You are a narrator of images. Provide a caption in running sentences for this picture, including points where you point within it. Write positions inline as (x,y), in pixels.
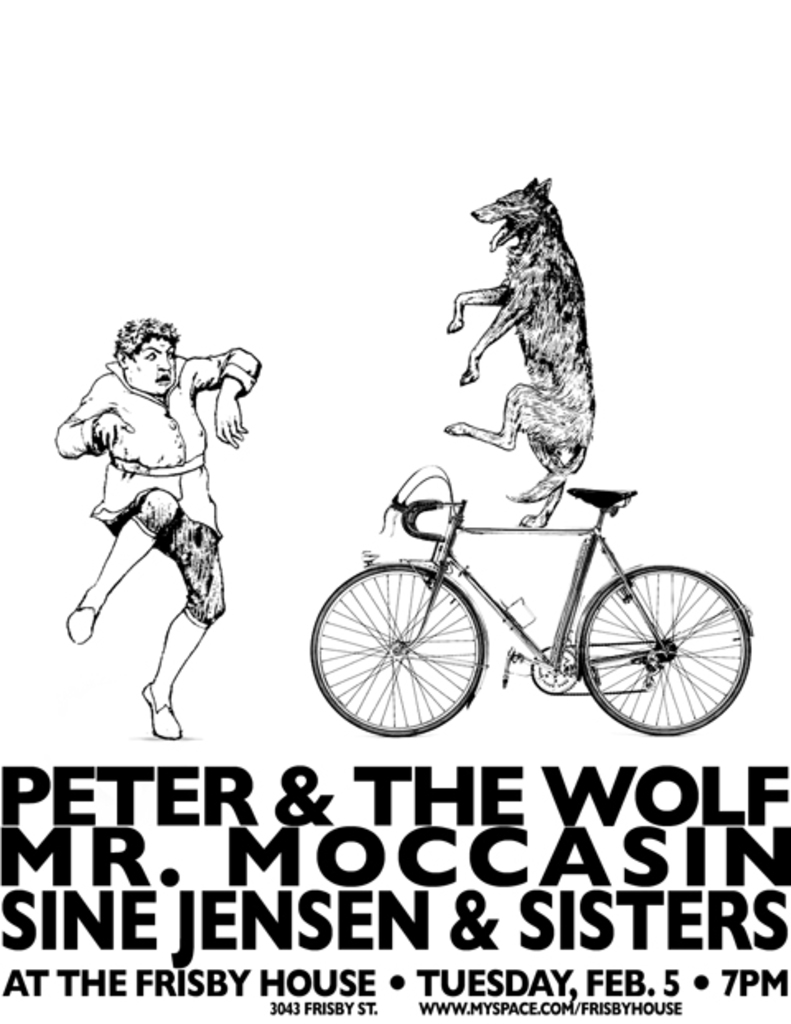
In the picture I can see sketch (182,485) of a person (157,483) and a dog (531,294) on a bicycle (537,646). I can also see something written on the image.
